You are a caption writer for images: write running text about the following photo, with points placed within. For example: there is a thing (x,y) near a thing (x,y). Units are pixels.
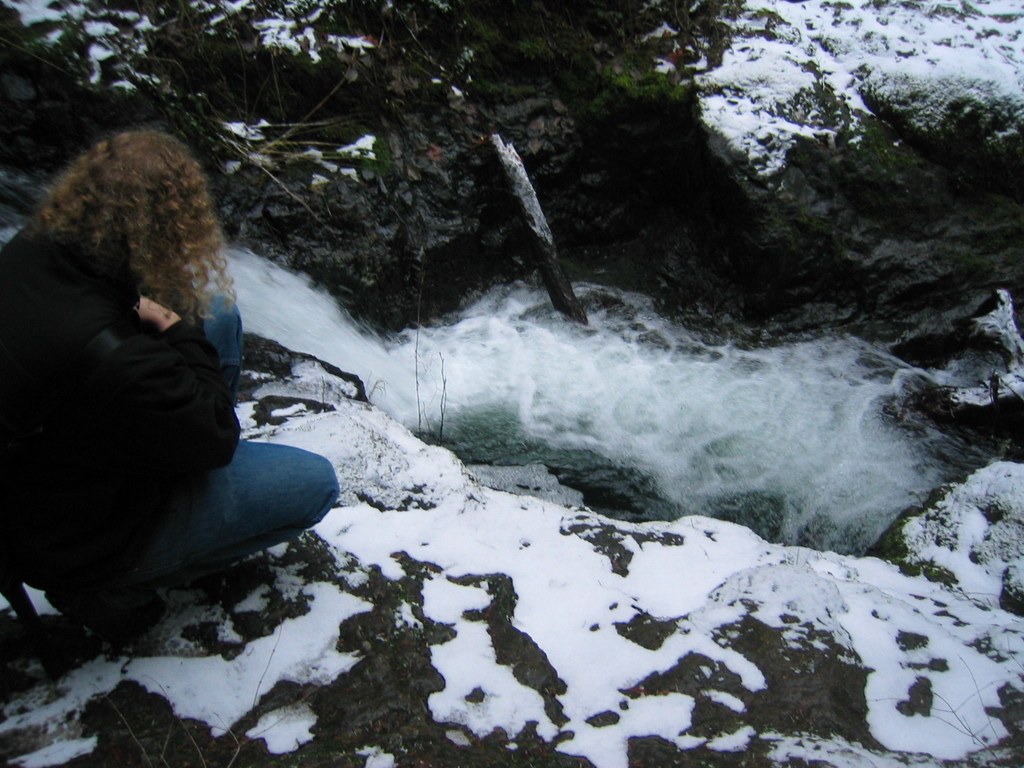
In the picture I can see a person (151,383) wearing black color jacket (102,482) is on the left side of the image (145,511). Here I can see the snow (457,558) on the rocks (852,678), I can see the waterfall (519,405) and plants (560,45) here.
